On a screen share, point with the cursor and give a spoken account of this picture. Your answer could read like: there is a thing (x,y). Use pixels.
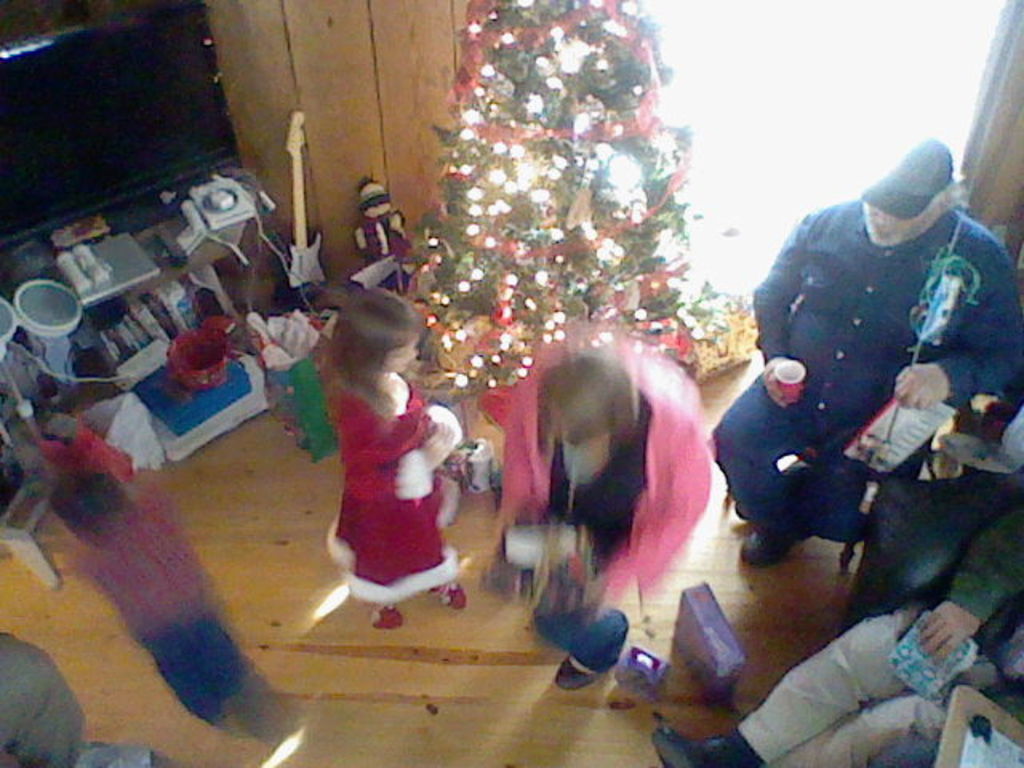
This image is taken indoors. At the bottom of the image (302,588) there is a floor (296,631). In the background (347,150) there is a wall (1006,196) with a door (861,73). In the middle of the image (434,378) there is a Christmas tree (540,199) and a few toys (312,278) on the floor (310,489). On the right side of the image (921,400) two men (964,599) are sitting on the chairs (878,521). Three kids (589,513) are playing with toys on the floor (658,638). On the left side of the image (149,252) there are a few things (181,368) on the floor (276,543).
